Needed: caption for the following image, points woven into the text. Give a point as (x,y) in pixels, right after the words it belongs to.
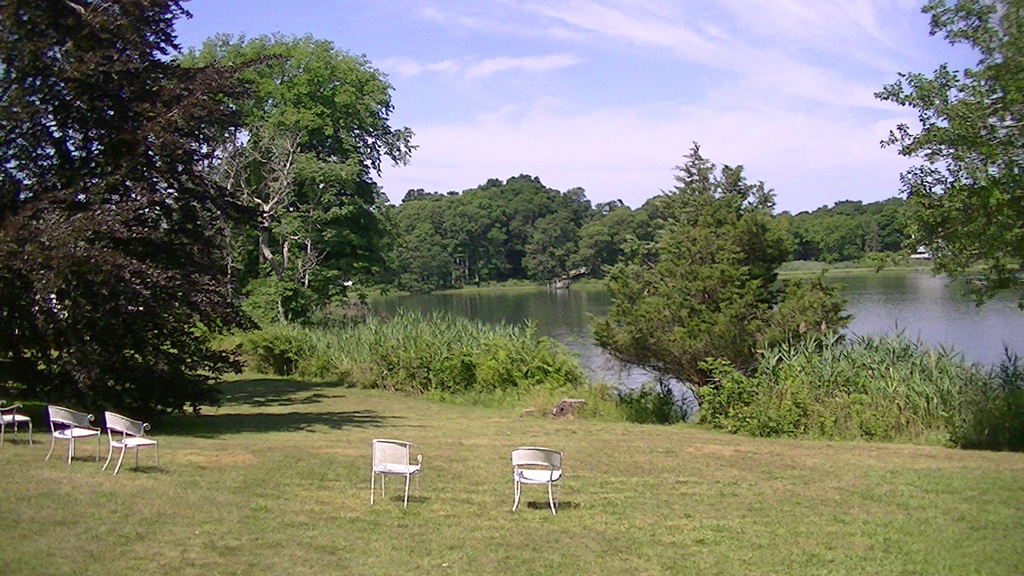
In the picture we can see a grass surface (184,533) on it, we can see five chairs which are white in color and beside it, we can see a tree (4,315) and some plants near it and behind it, we can see a lake (478,305) with water (528,296) and far away from it we can see trees (619,228) and behind it we can see the sky (627,121) with clouds (864,122).
